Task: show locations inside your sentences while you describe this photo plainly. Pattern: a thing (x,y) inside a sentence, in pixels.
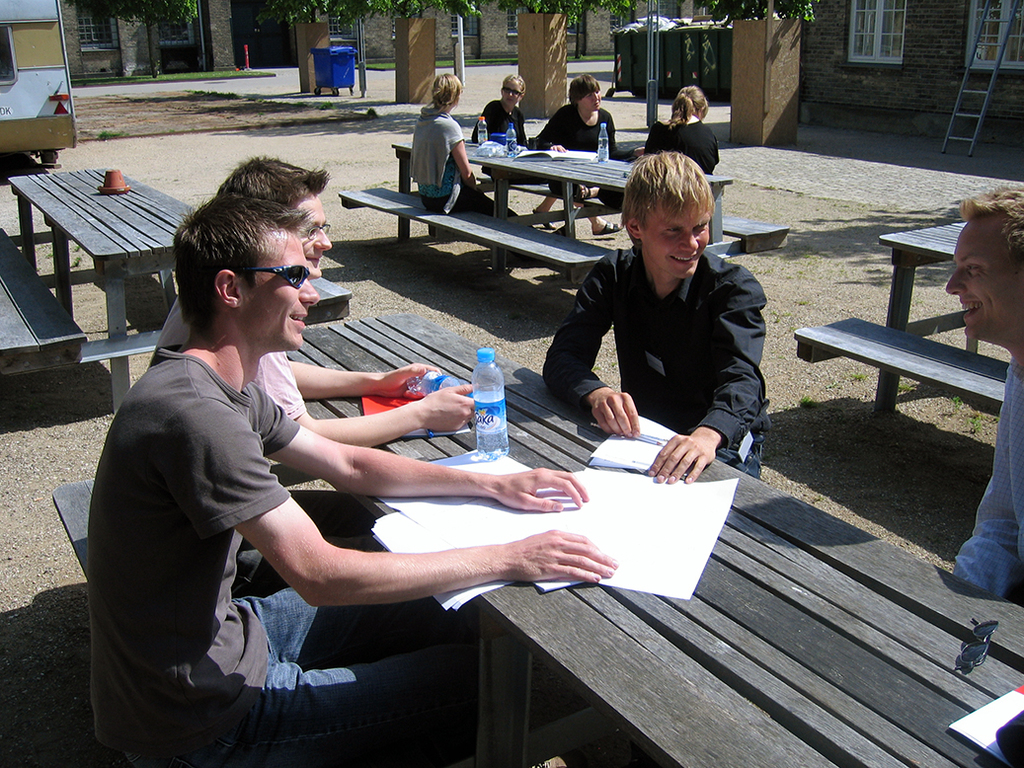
This picture describes about group of people (446,408) they are all seated on the chair (541,246), in front of them we can see some papers (606,472) bottles (494,416) on the table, we can see couple of buildings (909,66), trees (335,15), dust bins (682,38) and a vehicle (36,64).
